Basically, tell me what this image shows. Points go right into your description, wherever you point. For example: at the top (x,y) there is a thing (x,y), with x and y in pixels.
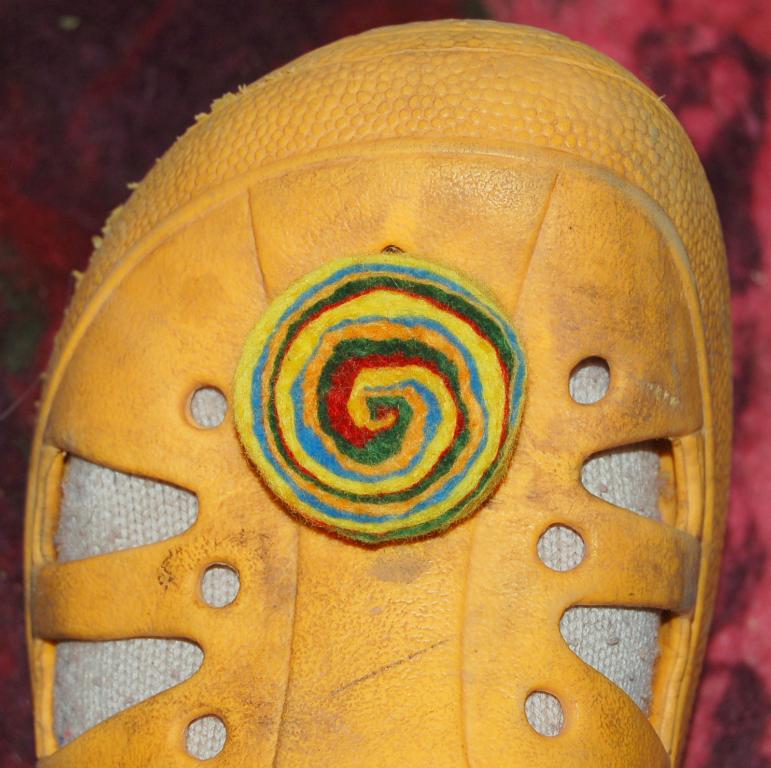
In the center of the image (258,282) we can see a footwear (409,602) which is in yellow color.
